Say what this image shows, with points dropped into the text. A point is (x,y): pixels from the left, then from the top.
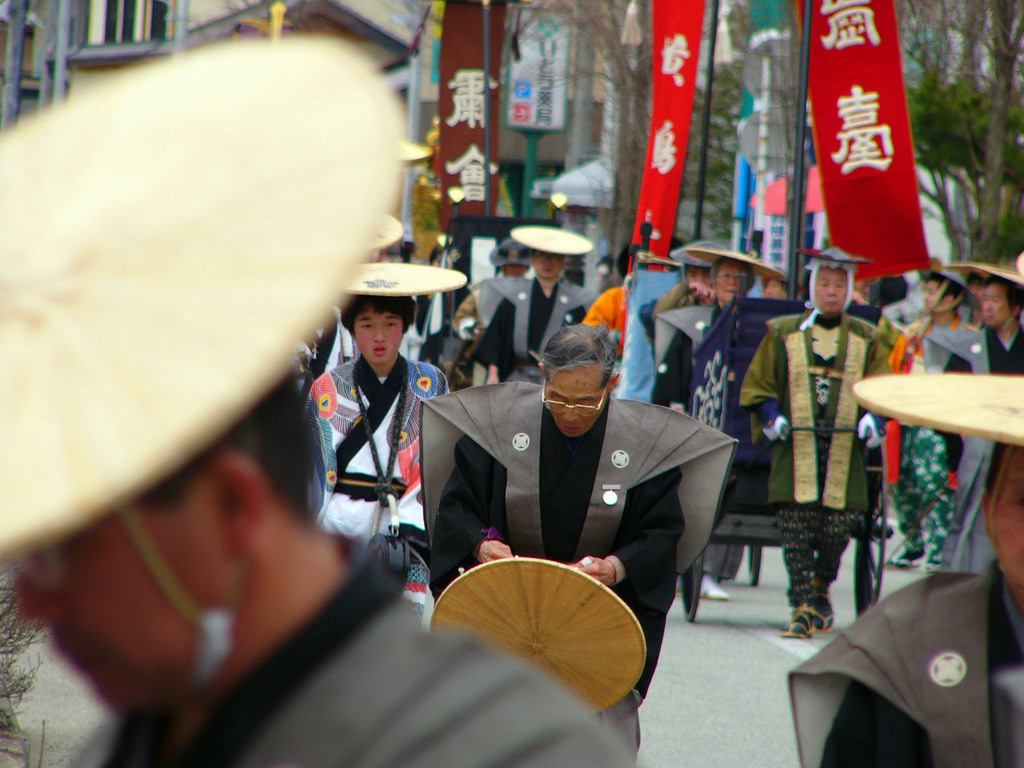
There are group of people (822,303) wearing hats (688,265) and the person (561,495) in the middle (589,447) is holding a hat (564,588) in his hands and there are buildings (575,39) and trees (639,99) in the background (639,99).
